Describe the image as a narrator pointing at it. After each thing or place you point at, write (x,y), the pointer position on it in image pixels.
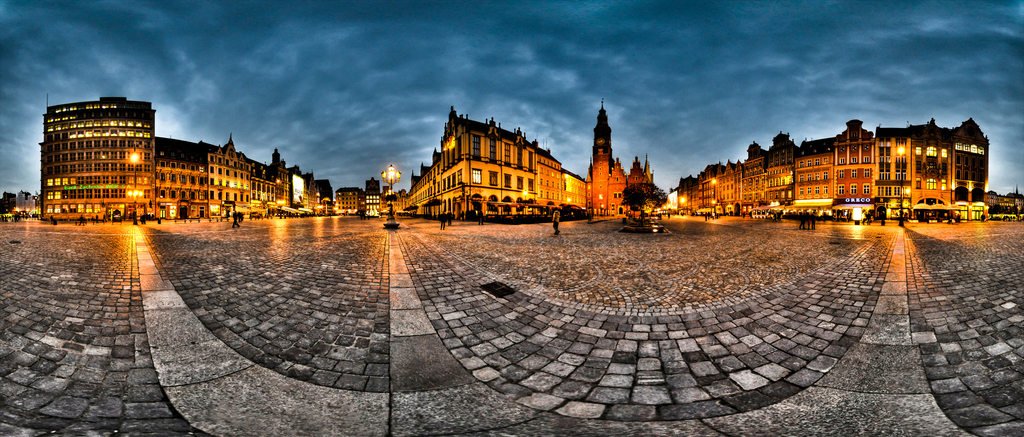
In this image we can see buildings (494,157) with windows (90,209). Also there are lights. And there are trees (655,206). In the background (445,85) there is sky (748,83) with clouds (919,81). Also we can see many people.
